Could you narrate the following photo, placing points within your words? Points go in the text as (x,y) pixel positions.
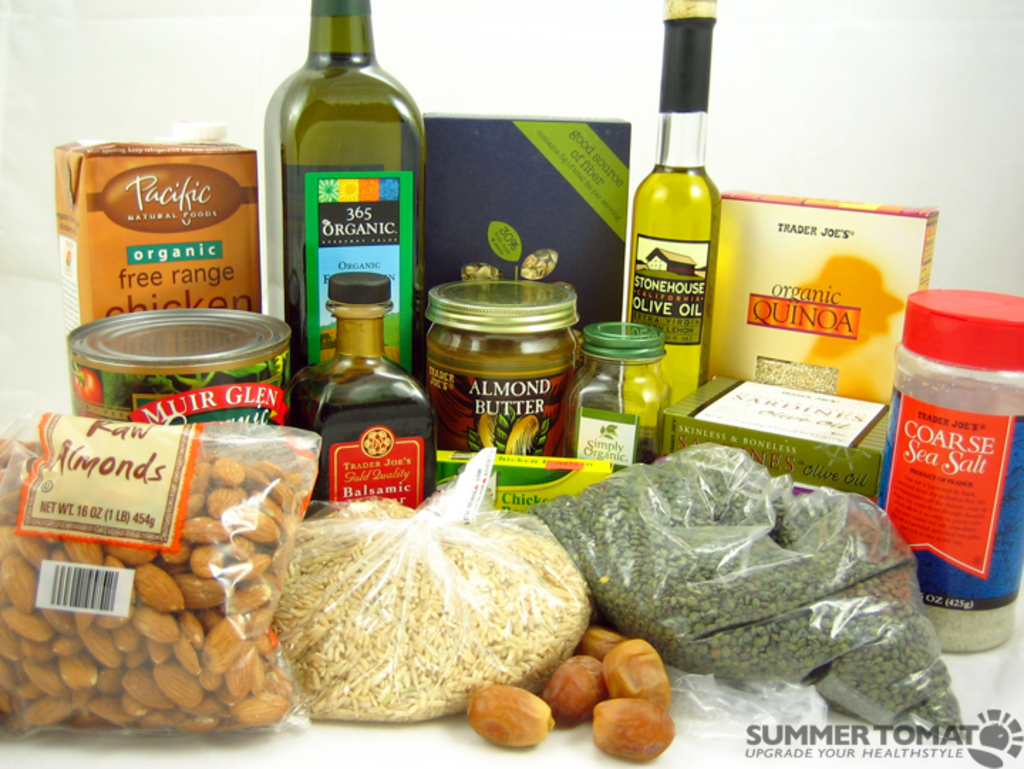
As we can see in the image there is a almond packet (151,551), rice (397,567), coarse sea salt (897,464), olive oil bottle (668,285), almond butter bottle (543,298), organic bottle (370,208) and few other bottles (351,354).
